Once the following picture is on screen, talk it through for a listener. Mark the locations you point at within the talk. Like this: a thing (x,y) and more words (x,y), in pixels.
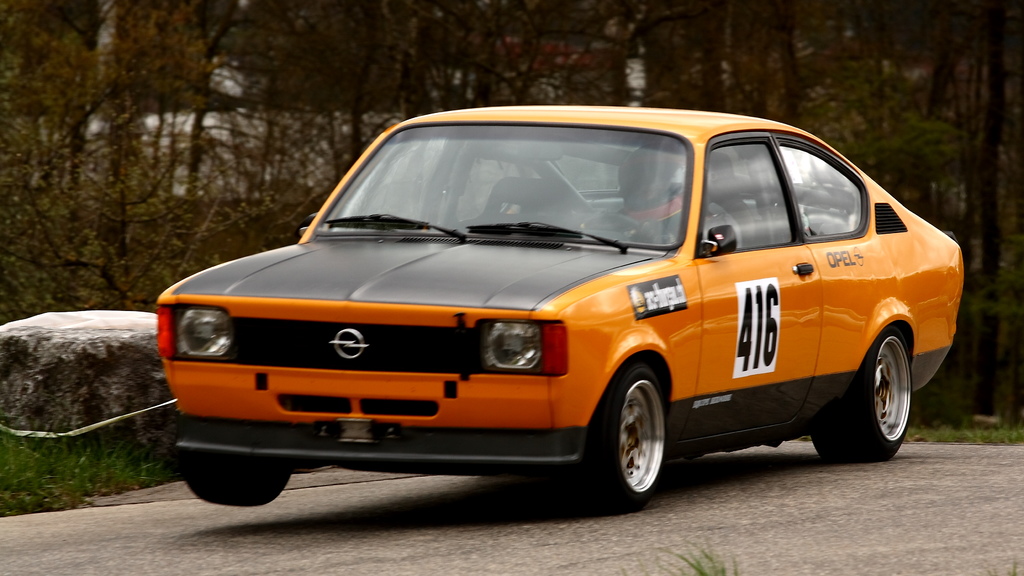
In this picture we can see a car (699,391) on the road (822,521). Here we can see grass (957,438) and a rock (112,350). In the background (168,129) there are trees (868,43).
